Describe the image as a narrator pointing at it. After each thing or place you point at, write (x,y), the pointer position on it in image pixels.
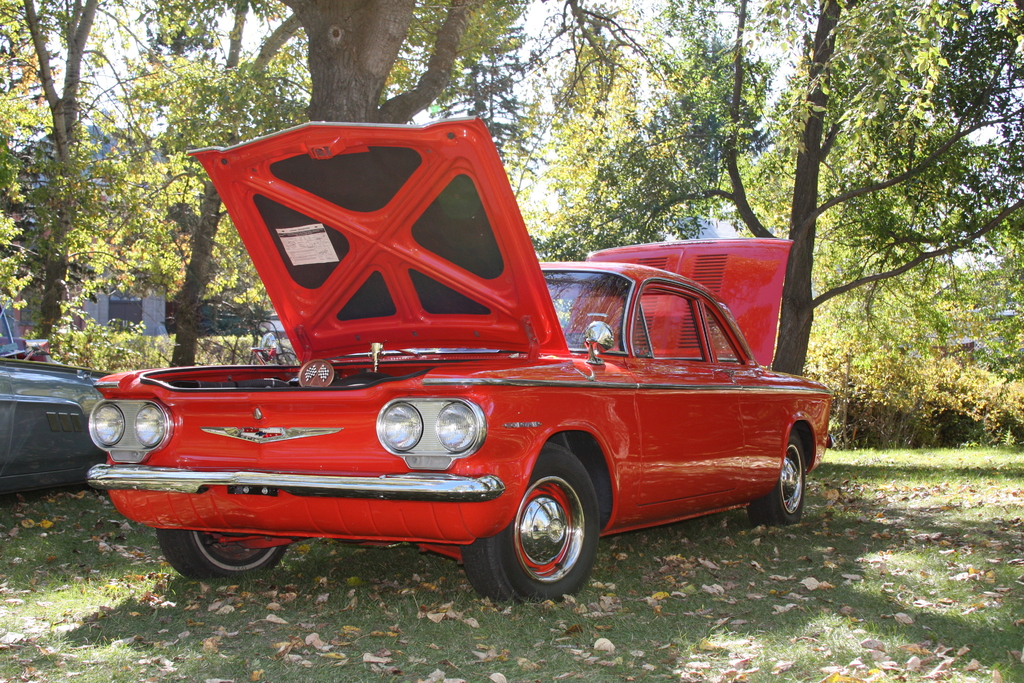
In this image I can see a red color car (464,434) visible under the tree (507,126) and back side of tree (175,124) it might be the sky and the house (141,309) and there is a vehicle part (76,379) visible on the left side (76,450).
